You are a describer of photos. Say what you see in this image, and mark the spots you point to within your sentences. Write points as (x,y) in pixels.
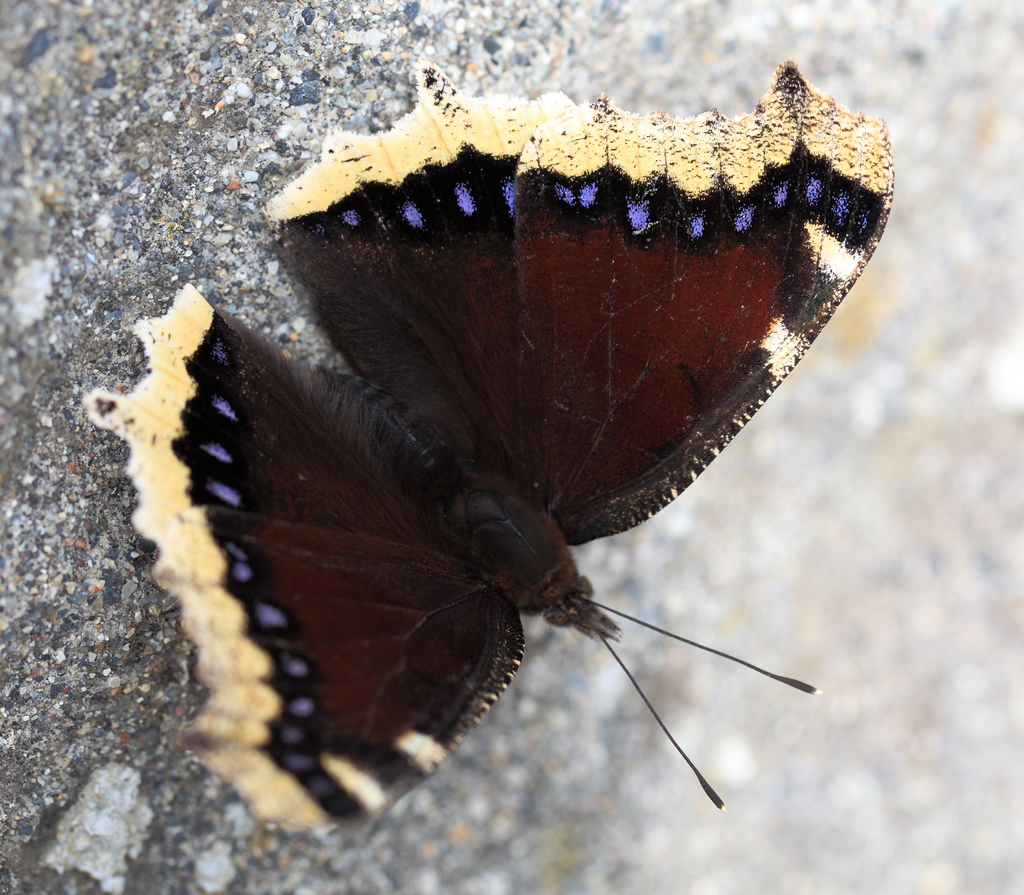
In this image we can see a butterfly (500,315) on the surface (50,662).
